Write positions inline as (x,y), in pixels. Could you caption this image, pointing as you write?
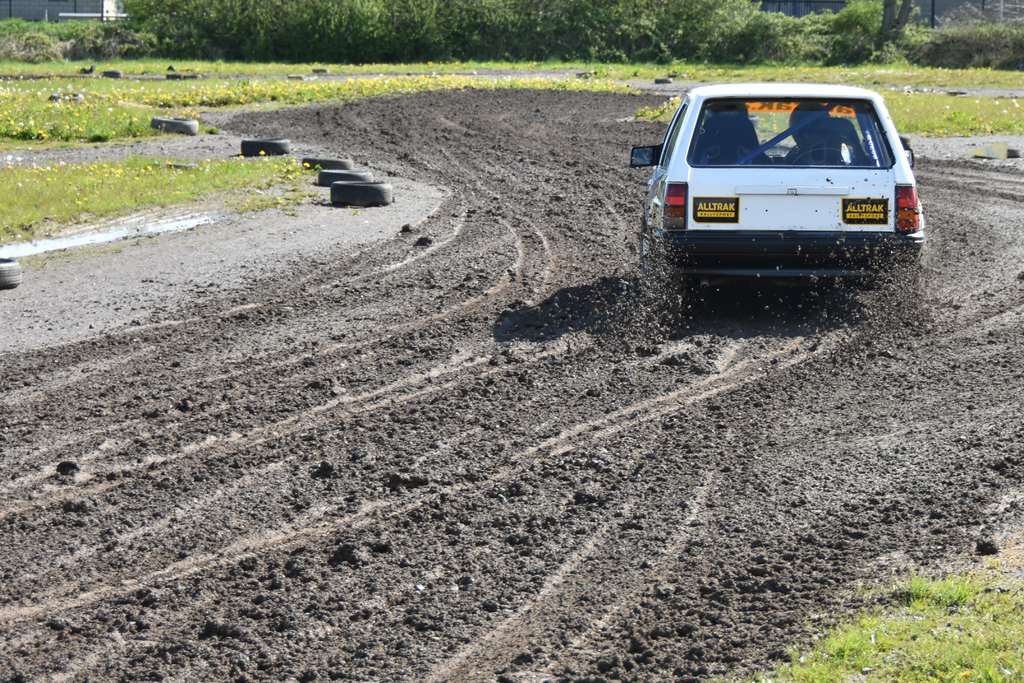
In this image there is a car (847,262) on a mud land (480,206), in the background (945,109) there is grass (945,109) and trees (594,19).
